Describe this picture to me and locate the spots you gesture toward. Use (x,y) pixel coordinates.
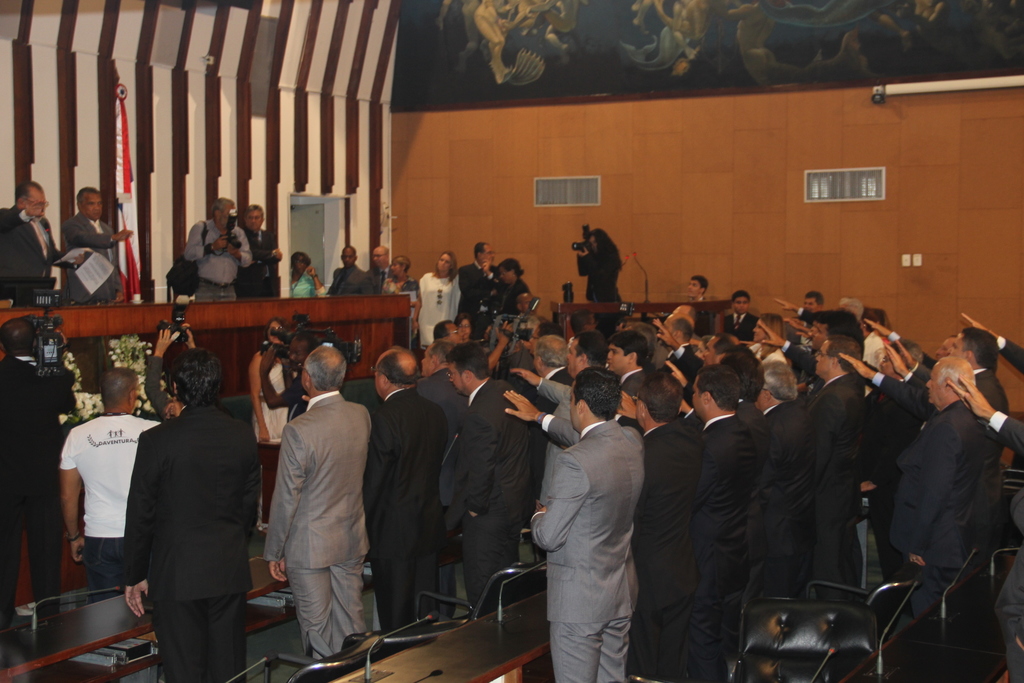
In this image there are group of people (504,445) standing, there are chairs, tables (470,647), mikes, group of people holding cameras (59,320), flower bouquets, frame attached to the wall (431,244), flag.
